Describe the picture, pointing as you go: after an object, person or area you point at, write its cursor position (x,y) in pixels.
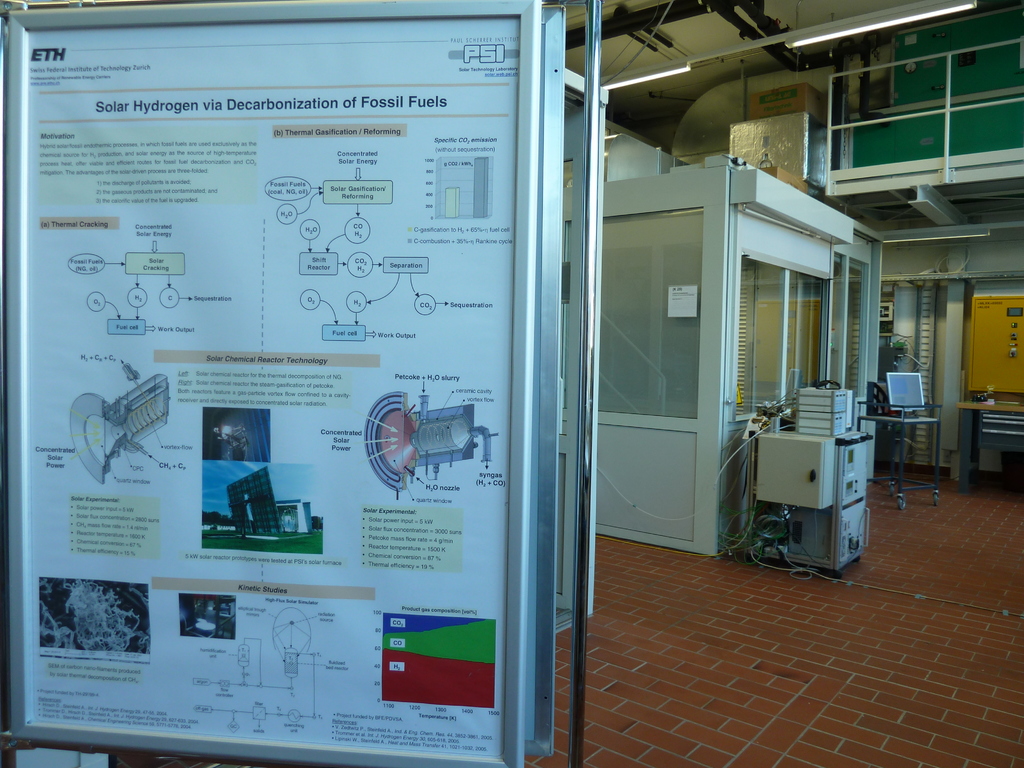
In this picture, it seems like a poster (166,412) on which there are pictures (434,410) and text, it seems like cabins (845,234), machine (842,388), light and other objects (886,354) in the background (835,157).
